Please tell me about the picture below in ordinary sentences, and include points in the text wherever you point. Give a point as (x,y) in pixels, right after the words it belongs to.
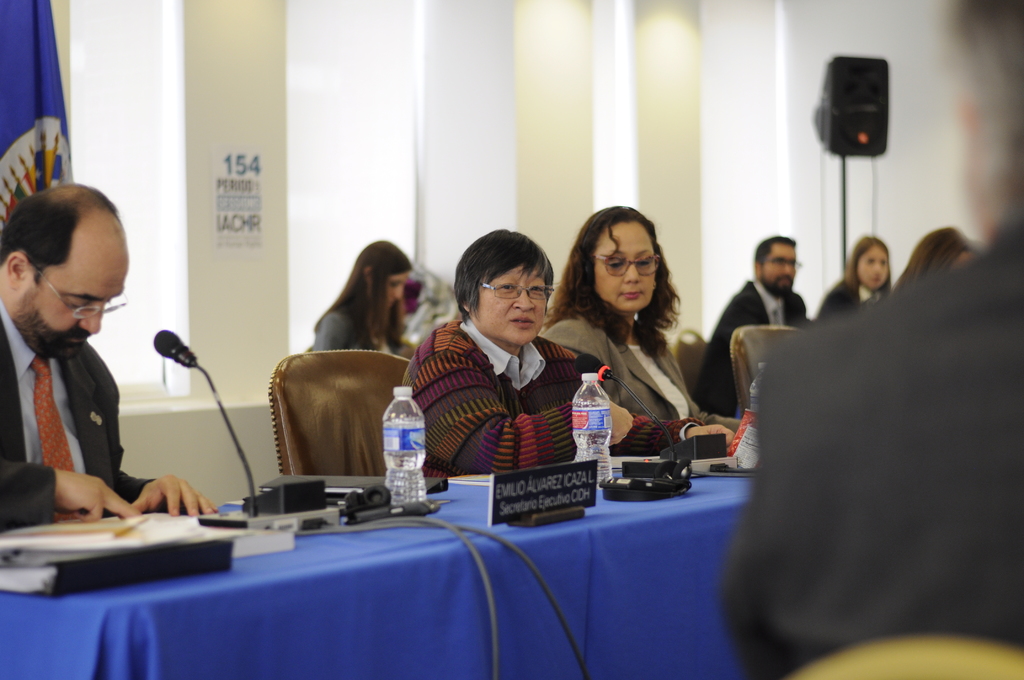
There are many persons (369,318) sitting on chairs (325,417). There is a table (630,534). On the table (652,551) there are books (159,520), mic (178,352), bottles (423,451), name plates (535,476) and many other item (606,489). The person (35,407) sitting in the end is wearing specs (78,310). There is a flag (42,133) behind him.
